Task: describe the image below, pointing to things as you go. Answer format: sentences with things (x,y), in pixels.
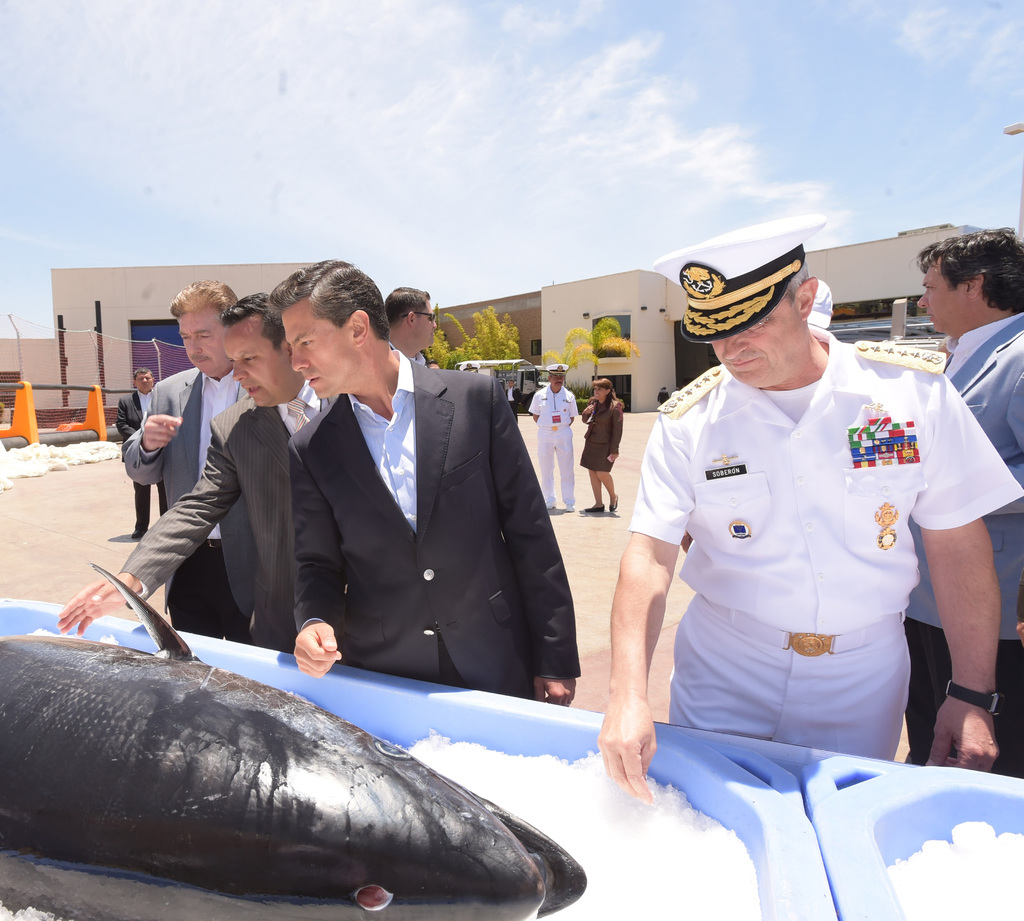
In this image there is a fish (242,726) in an ice box (712,759), in the background (118,329) there are people (748,481) standing and there are buildings (667,316) and a sky (434,158).
